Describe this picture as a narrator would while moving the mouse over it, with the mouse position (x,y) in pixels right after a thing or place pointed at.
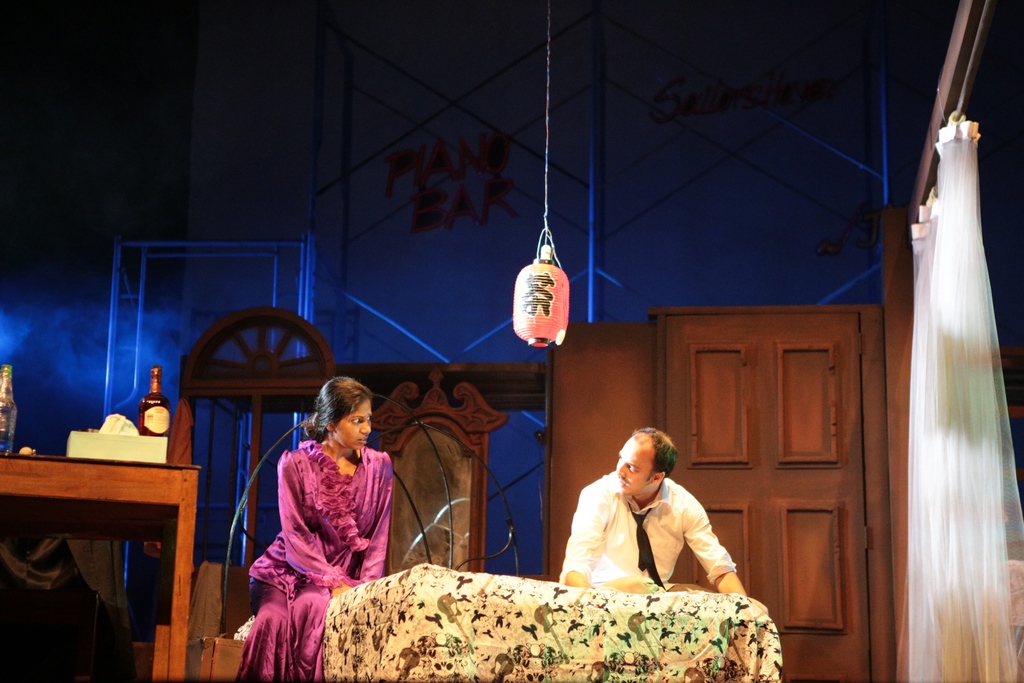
This is a picture taken on a stage (542,525), there are two persons (367,535) sitting on a bed (456,629) to the left side of the people (360,530) there is a table (120,464) on the table (95,493) there are tissues (121,434) and bottles (153,427) to the right side of the people (675,492) there is a curtain (943,361) which is in white color. Behind the people (631,535) there are wooden door (738,371) and a wall (646,168). On top of them there is a light (535,317).
